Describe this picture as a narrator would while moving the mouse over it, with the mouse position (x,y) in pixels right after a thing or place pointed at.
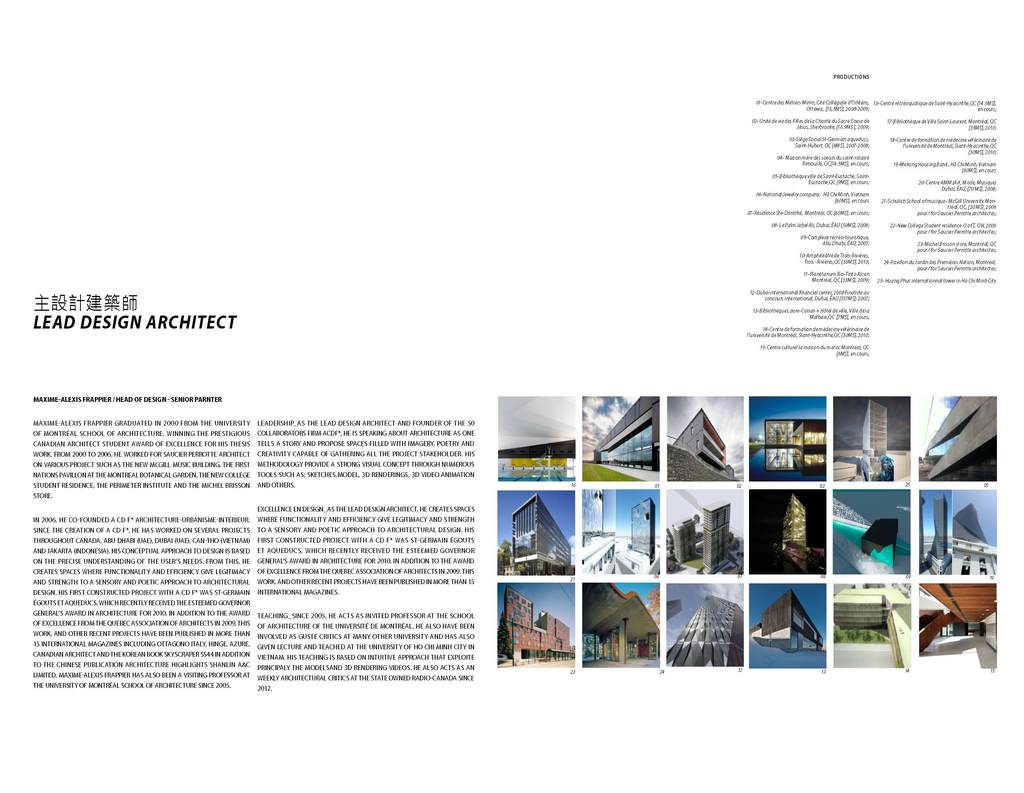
In the picture we can see a magazine (630,703) with some information (61,427) about lead design architect and beside it, we can see some photos (898,464) of different type of buildings (674,646).
